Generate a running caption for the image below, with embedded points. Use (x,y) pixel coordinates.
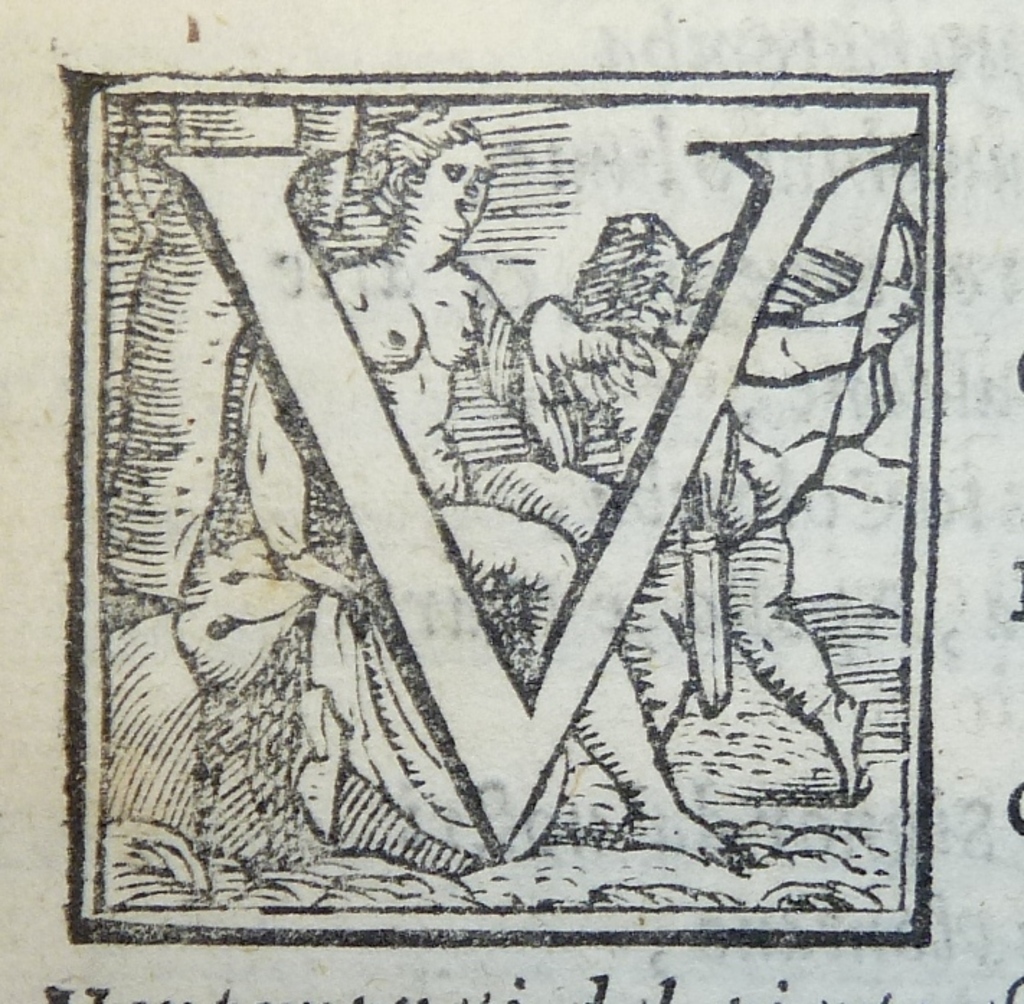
In this picture it looks like a paper (365,172) and there is a sketch (482,365) of a person (459,178) and there is an alphabet (743,262). At the bottom (794,983) there is text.
